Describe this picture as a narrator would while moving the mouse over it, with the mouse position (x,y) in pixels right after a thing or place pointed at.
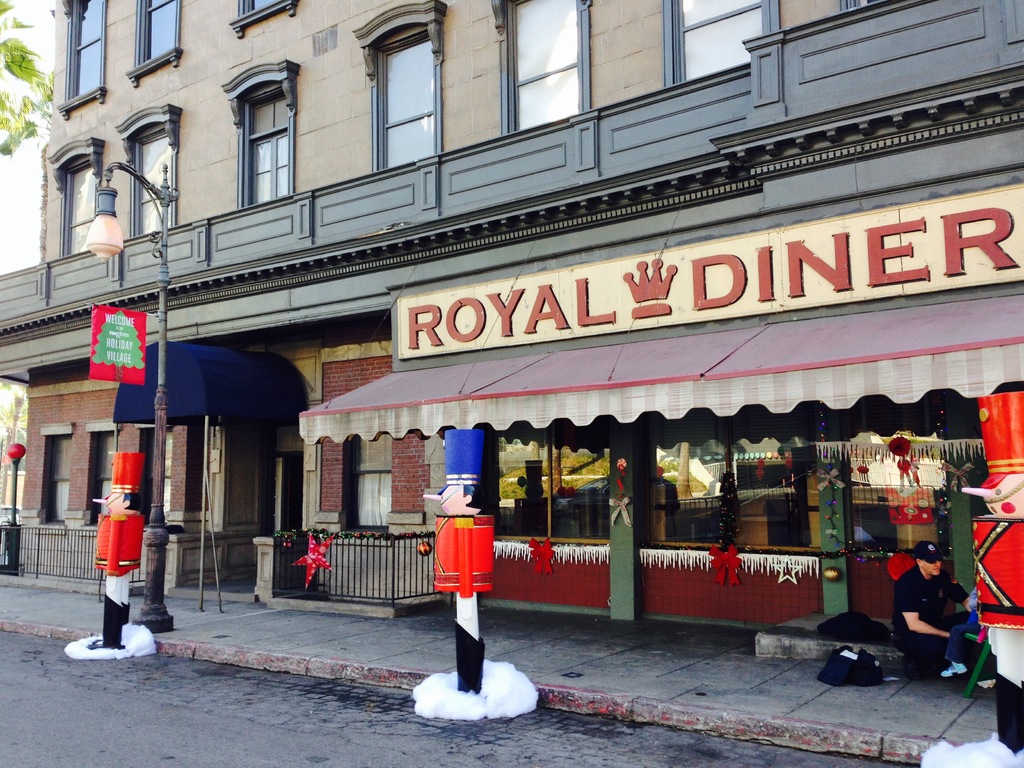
In this picture there is royal diner (338,526) in the image and there are windows (241,139) at the top side of the image (158,125) and there is a pole (123,164) on the left side of the image (160,439) and there are toy soldier statues (489,546) in the image.
